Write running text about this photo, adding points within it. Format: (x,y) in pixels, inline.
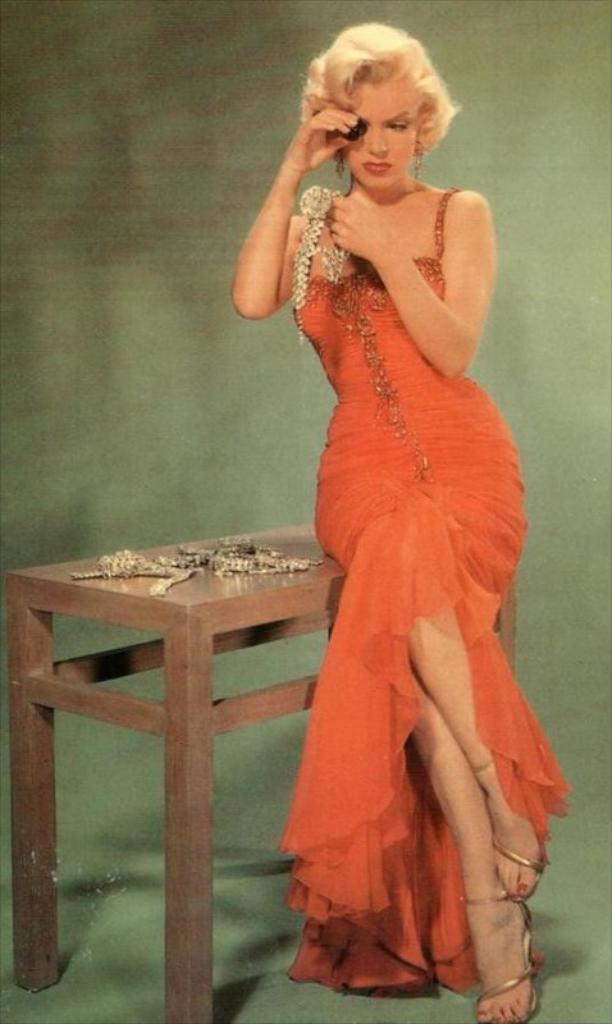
As we can see in the image there is a woman (469,430) sitting over here and there is a table (216,601). On table (234,583) there are jewelry (158,573).
